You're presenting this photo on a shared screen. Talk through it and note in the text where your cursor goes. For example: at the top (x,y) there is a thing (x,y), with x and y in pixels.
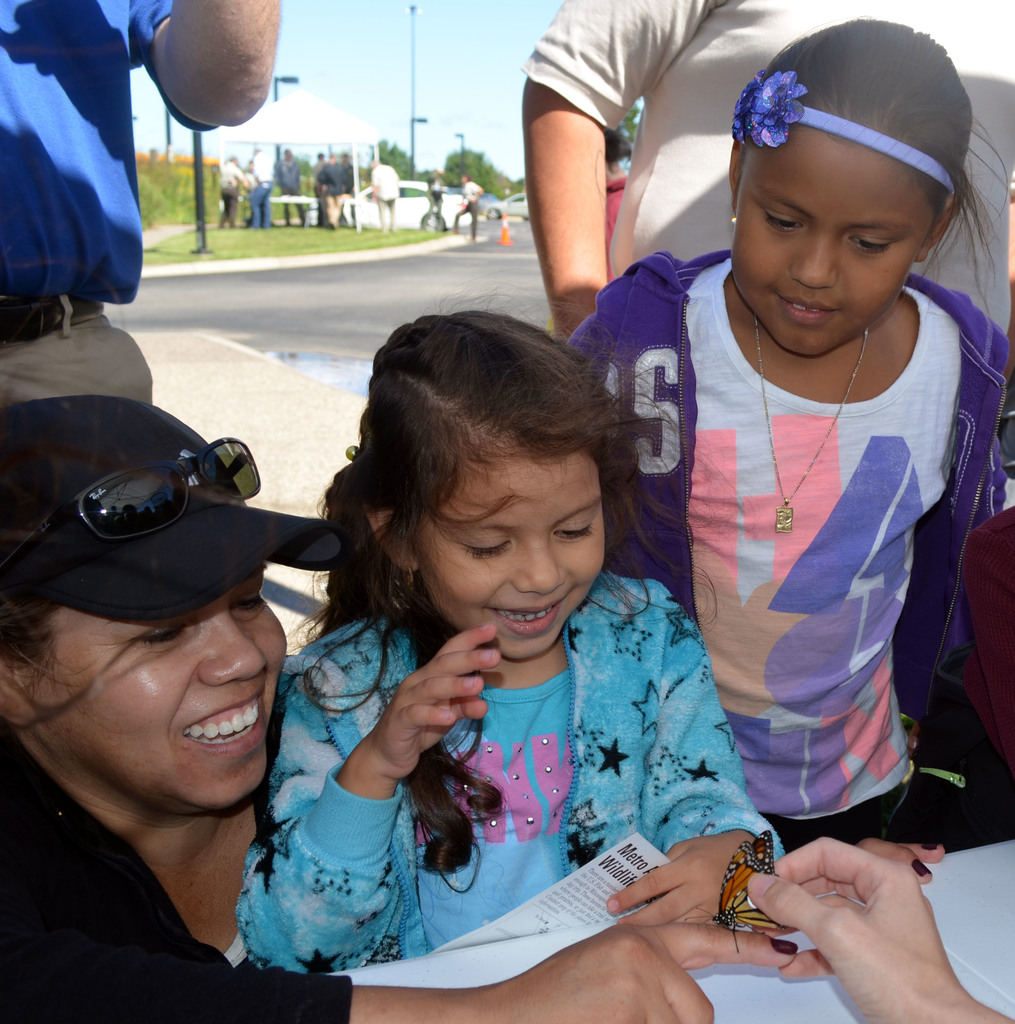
In this image I can see group of people (431,444). There are fingers (824,873) of a person (815,851) holding butterfly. In the background (461,195) there are other group of people (474,190) standing, there are trees (380,150), poles (412,97), vehicles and there is sky (397,89).
